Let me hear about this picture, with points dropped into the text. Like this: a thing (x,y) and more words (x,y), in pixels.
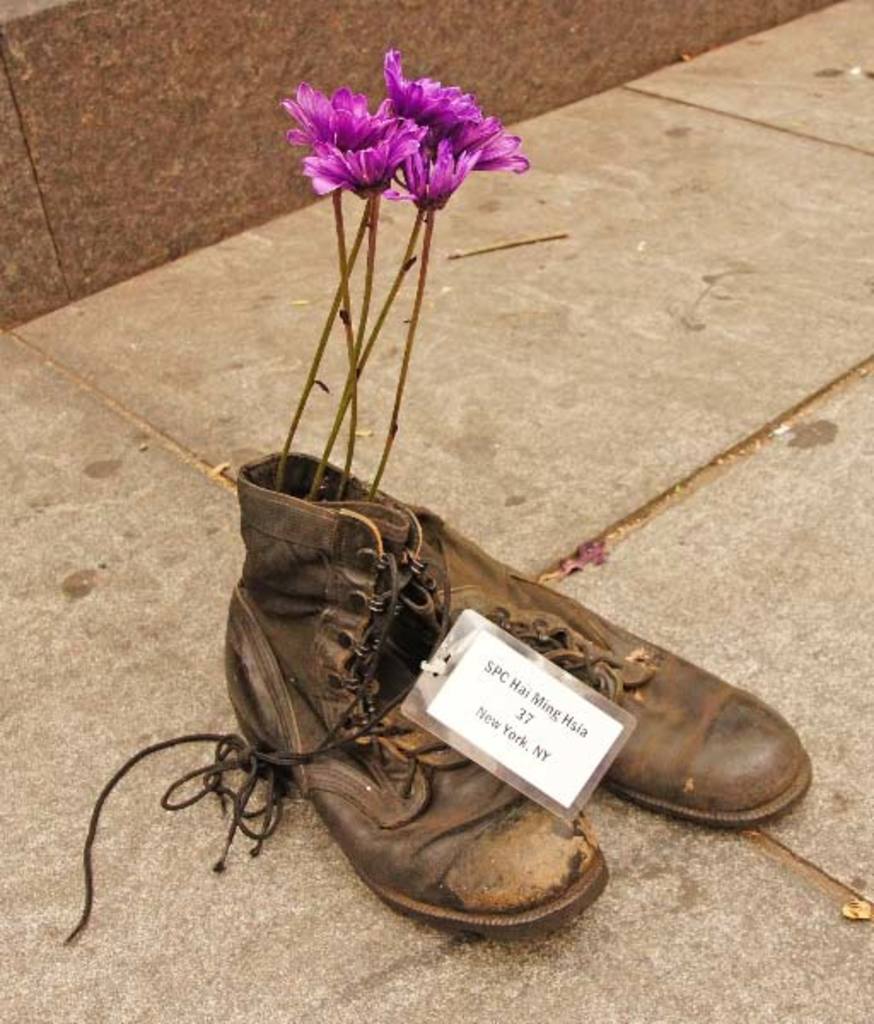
This picture is clicked outside. In the center (554,646) we can see the flowers (361,171) placed in the shoe (382,780) and the shoes (459,549) are placed on the ground (749,895) and there is a tag (438,680) attached to the shoe (431,652) on which the text (544,749) is printed. In the background (542,355) we can see the ground (58,756).
